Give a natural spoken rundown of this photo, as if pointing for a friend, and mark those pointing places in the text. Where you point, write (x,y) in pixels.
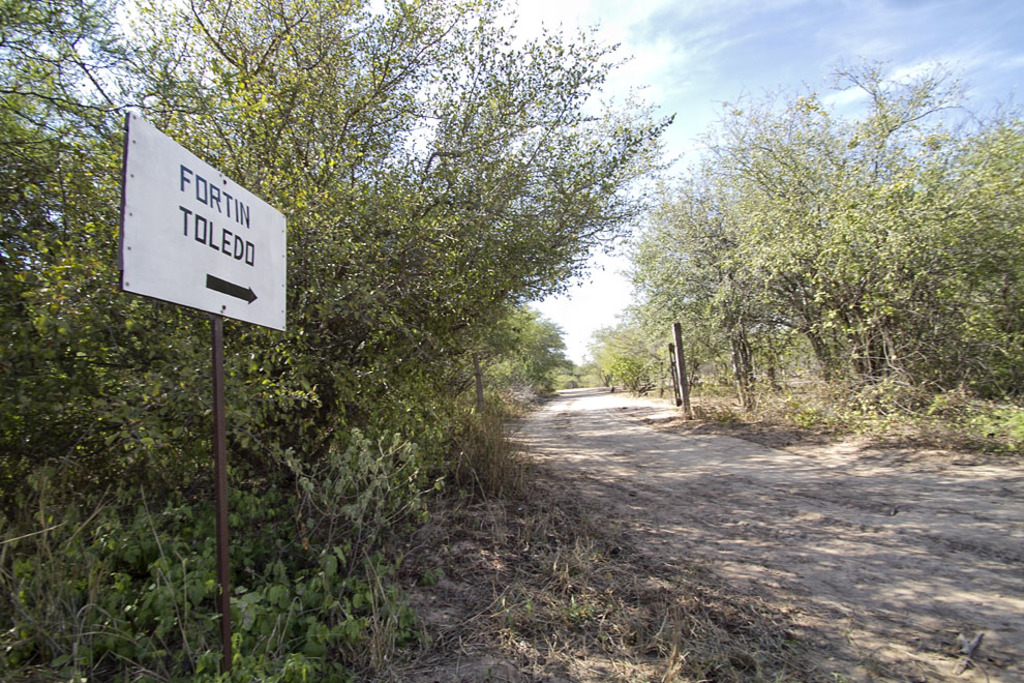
This image consists of a road (629,402). On the left (218,283), there is a board (219,406). At the top (774,47), there is sky (743,62). On the left (314,350) and right, there are trees (159,321). At the bottom (429,525), we can see the dry grass (661,625).
